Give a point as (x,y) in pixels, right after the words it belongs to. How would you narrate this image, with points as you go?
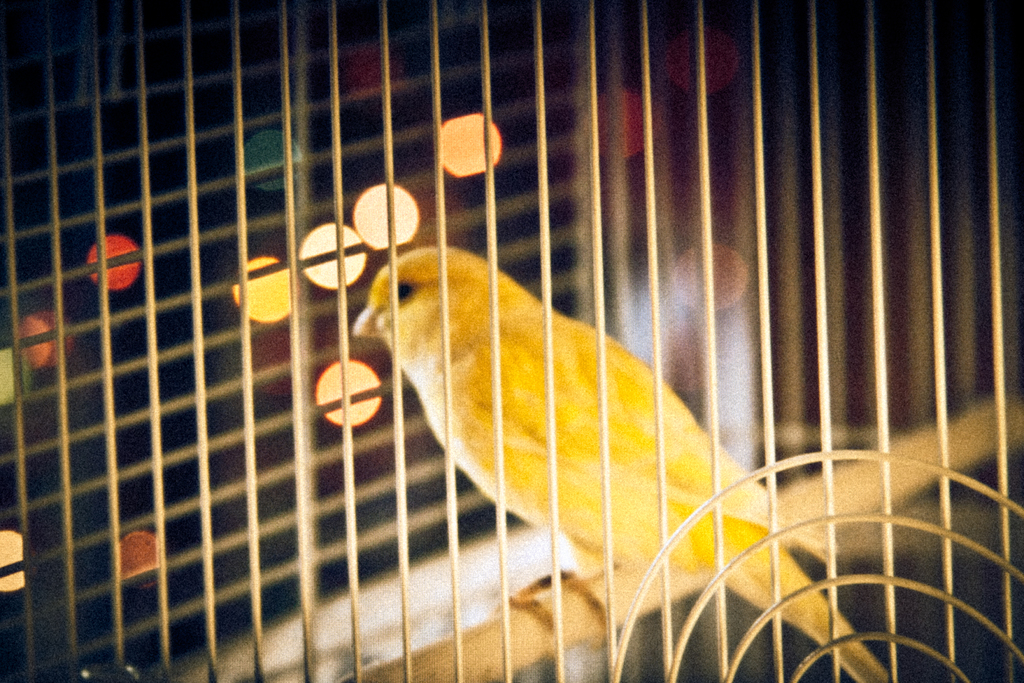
In this image I can see a bird (470,321) sitting on a wood (990,425). I can see a mesh (436,42) before the bird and some lights (263,258) with a blurred background (267,294).
